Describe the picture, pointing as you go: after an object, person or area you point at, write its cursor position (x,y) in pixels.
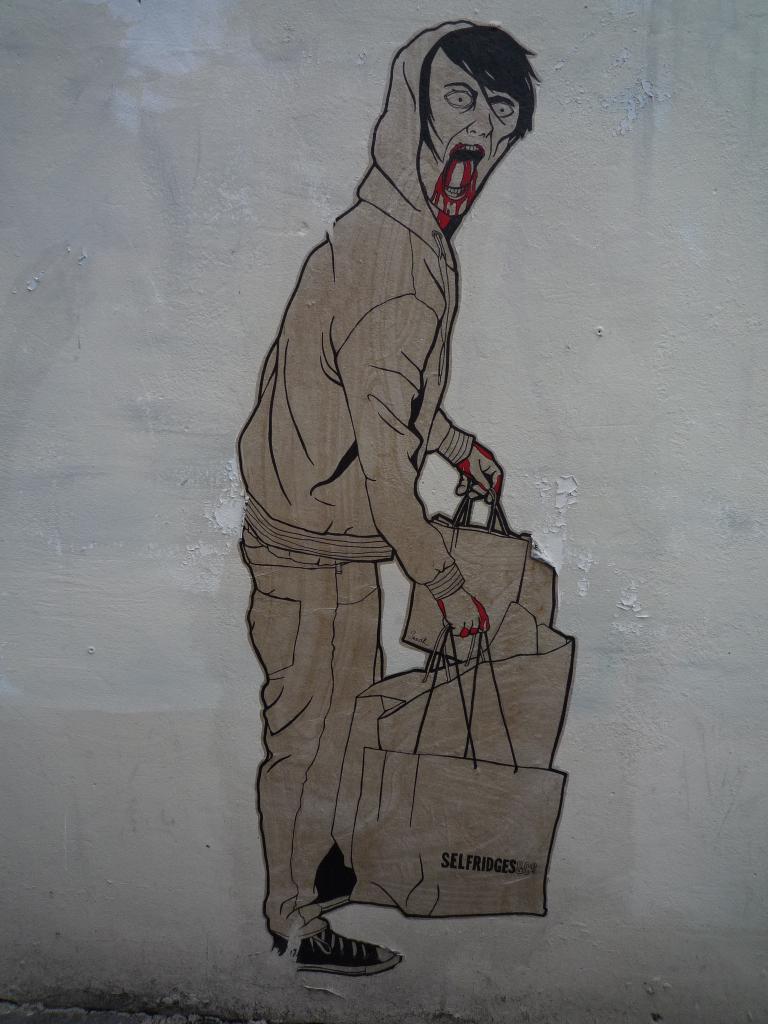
In the picture I can see the painting (282,430) of a person (279,443) in the zombie costume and the persons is holding the bags (484,566) in his hands (503,475).
